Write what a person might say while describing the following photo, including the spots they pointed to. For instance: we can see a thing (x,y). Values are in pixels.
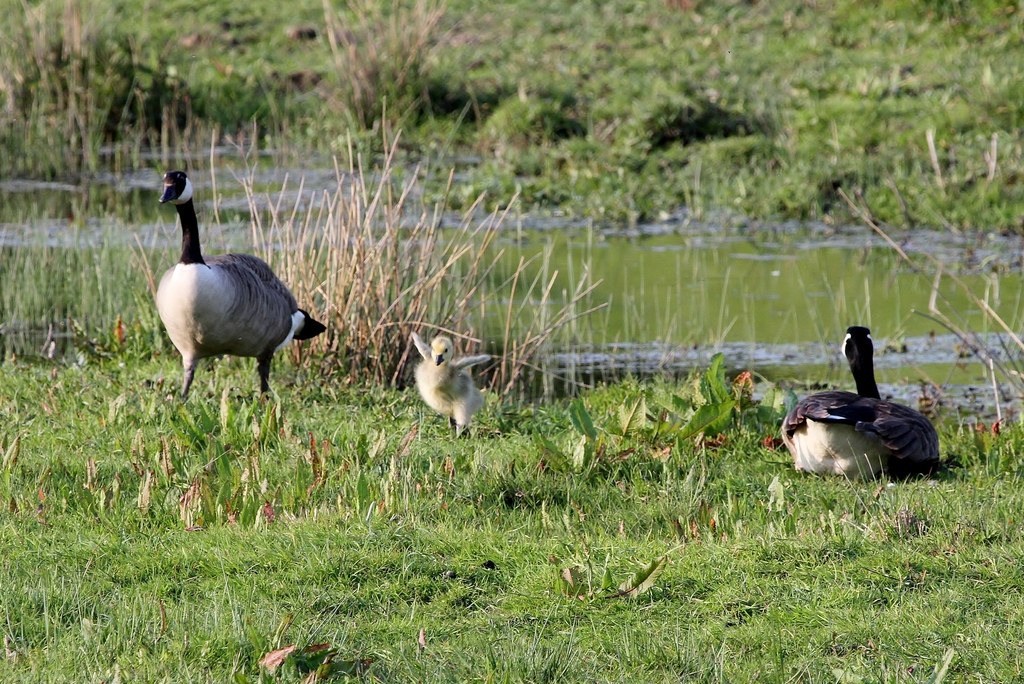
In this image we can see few birds (832,428). We can see some water (719,267) in the image. There is a grassy land (649,527) in the image. There are few plants (385,50) in the image.
